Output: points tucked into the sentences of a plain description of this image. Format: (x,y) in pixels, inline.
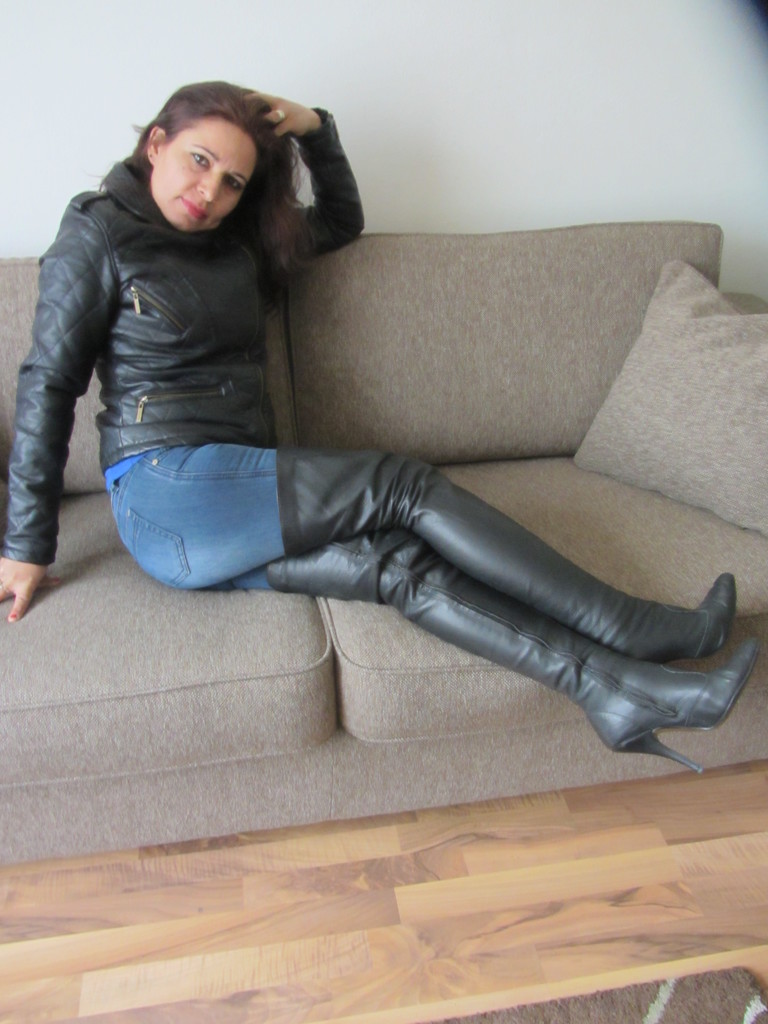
In the image a woman (301,105) is sitting on a couch (707,244). Behind the couch (692,233) there is wall (765,63).
